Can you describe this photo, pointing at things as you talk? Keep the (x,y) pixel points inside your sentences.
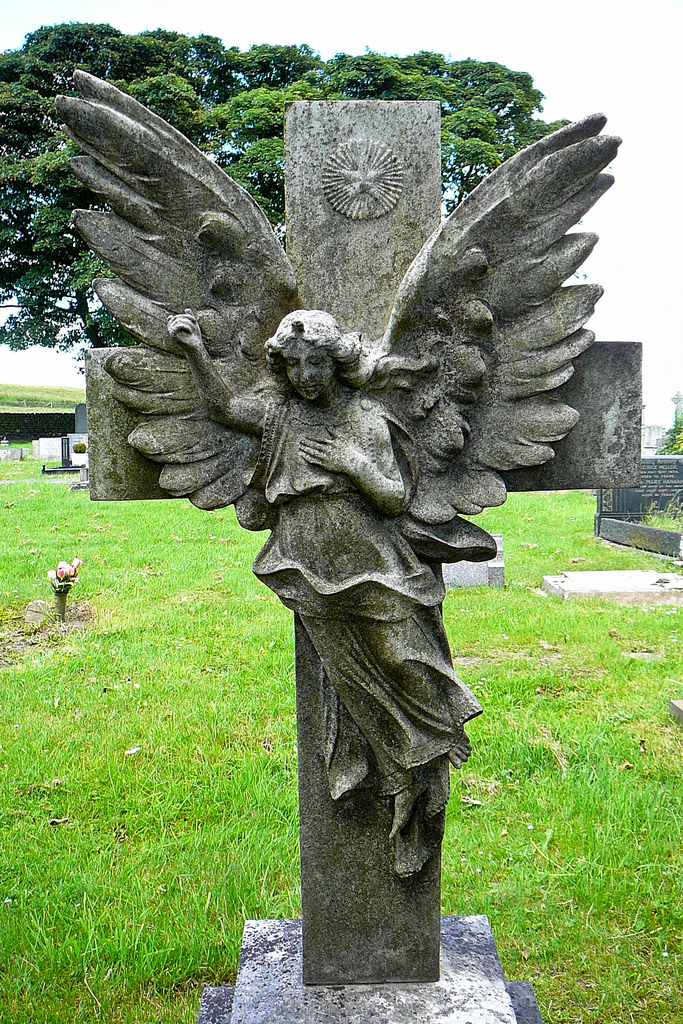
In this picture, we can see a statue (336,951) on the stone (277,988) and behind the statue (332,628) there is a trees (118,65), wall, grass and a sky (621,103).
